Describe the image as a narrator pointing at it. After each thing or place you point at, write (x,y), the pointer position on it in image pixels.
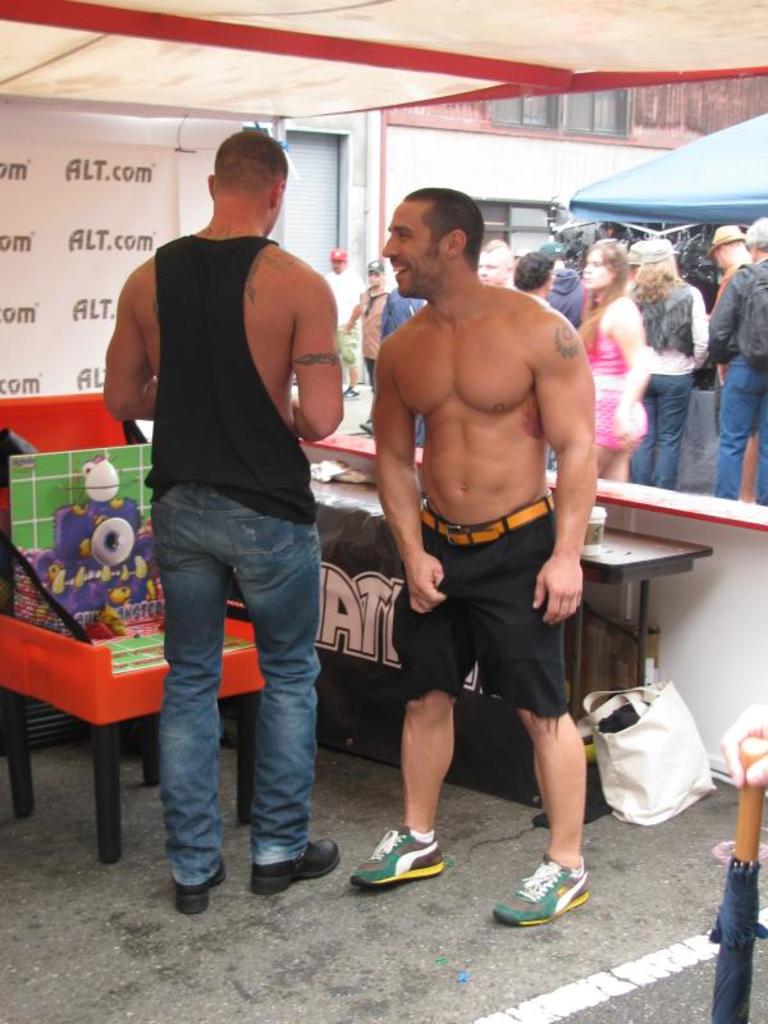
In this image there are two men (382,484) standing, there are tables (395,585), there are objects (596,534) on the tables (362,510), there is a board (89,189) towards the left of the image (78,247), there is text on the board (92,261), there is a wall (478,169), there are windows (552,115), there is road (510,953) towards the bottom of the image (643,869), there are objects (630,800) on the road (470,797), there is an object (748,879) towards the right of the image (727,876), there is a person's hand (761,774) towards the right of the image (753,726), there are groups of persons (662,369) standing, there is a tent (667,210) towards the right of the image (686,186), there is a tent roof (341,45) towards the top of the image (430,72).
